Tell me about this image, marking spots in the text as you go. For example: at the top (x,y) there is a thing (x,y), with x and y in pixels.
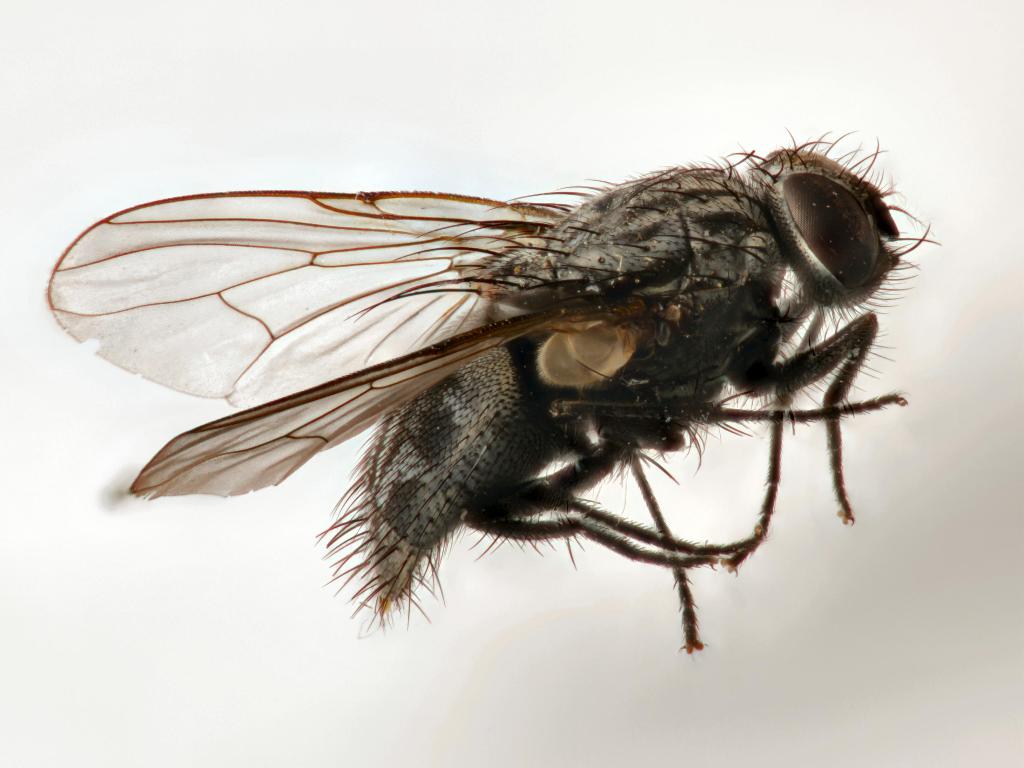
In this image I can see a fly (556,441) which is facing toward the right side.
